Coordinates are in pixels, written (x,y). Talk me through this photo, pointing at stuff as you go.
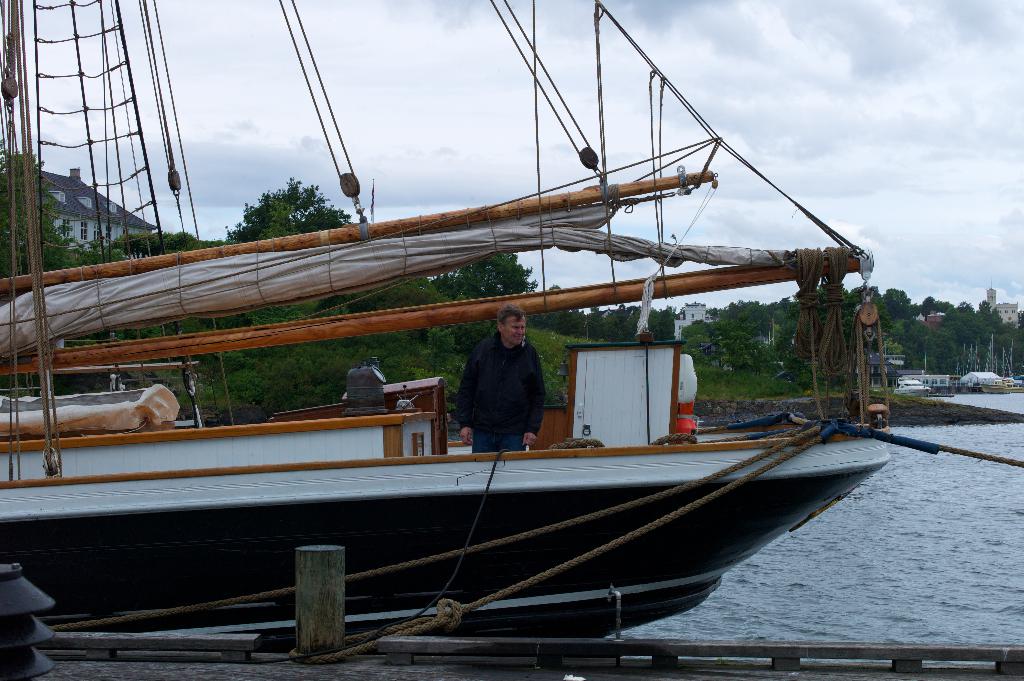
In this picture i can see a man (528,434) is standing on the boat (475,517). In the background (1017,349) I can see trees (314,307) and water (938,482). On the right side (1001,388) I can see buildings (980,376) and boats (901,387).
